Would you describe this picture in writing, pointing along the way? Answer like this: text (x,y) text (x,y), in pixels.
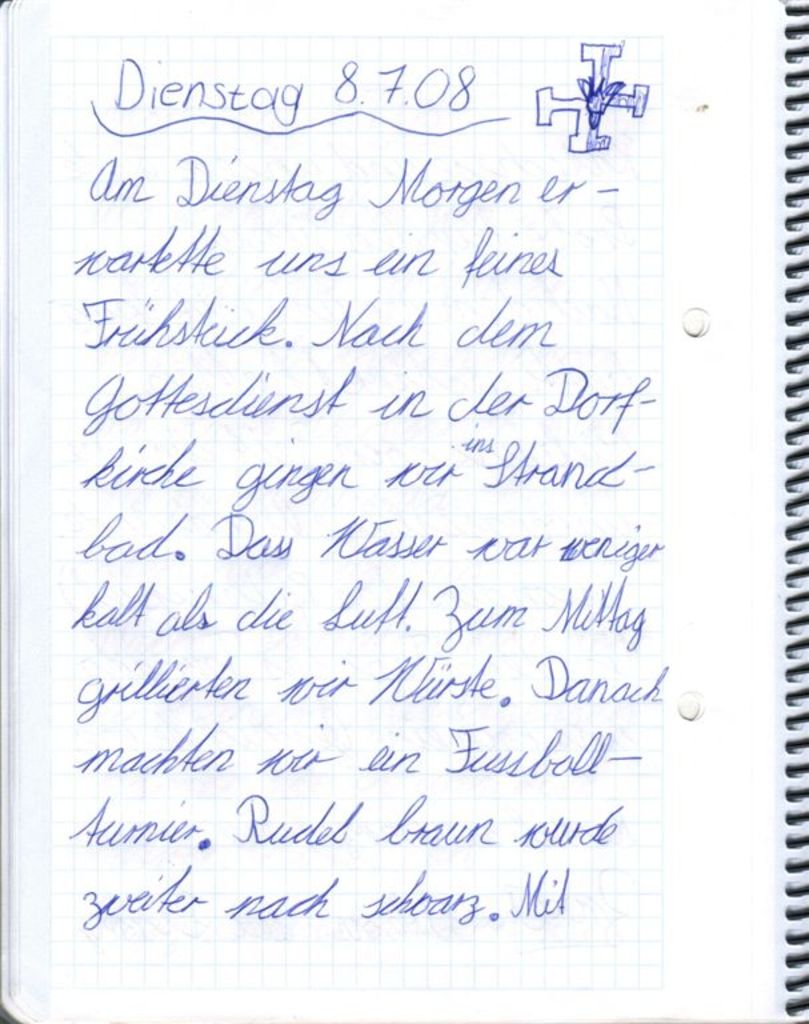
In this image there is a book (73,979) having few papers (121,938). On the paper (392,424) there is some text (358,539) written.
